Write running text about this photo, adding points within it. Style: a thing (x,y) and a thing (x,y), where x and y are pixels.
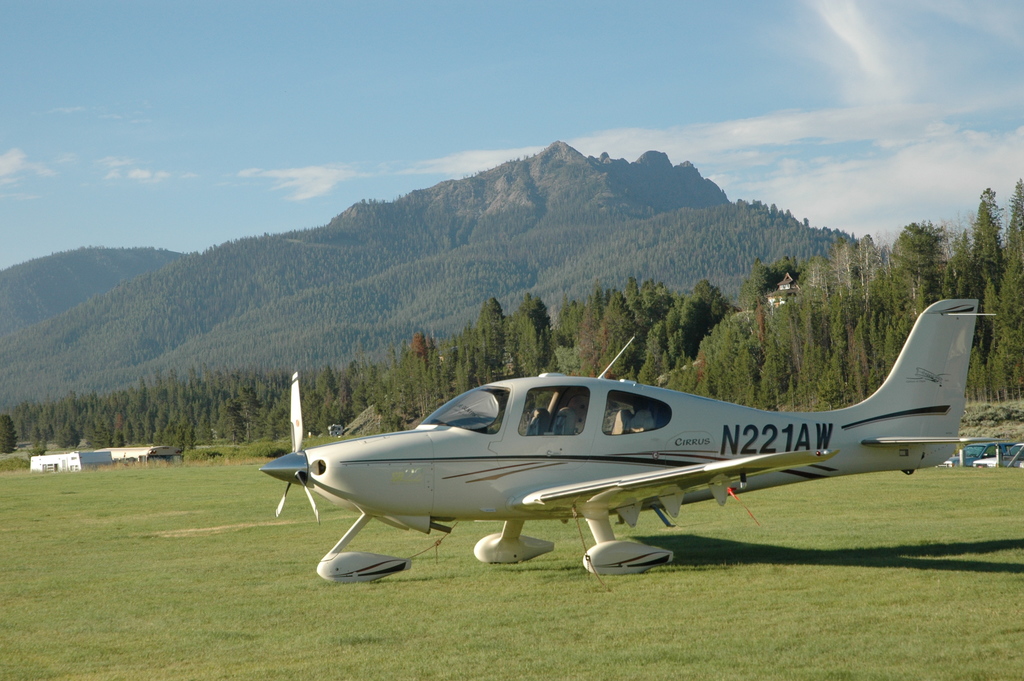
In the foreground of this picture (549,450), there is a airplane (592,459) on the grass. In the background (94,453), there are trees (873,366), few buildings (67,458), mountains (322,270), sky (427,42) and the cloud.
